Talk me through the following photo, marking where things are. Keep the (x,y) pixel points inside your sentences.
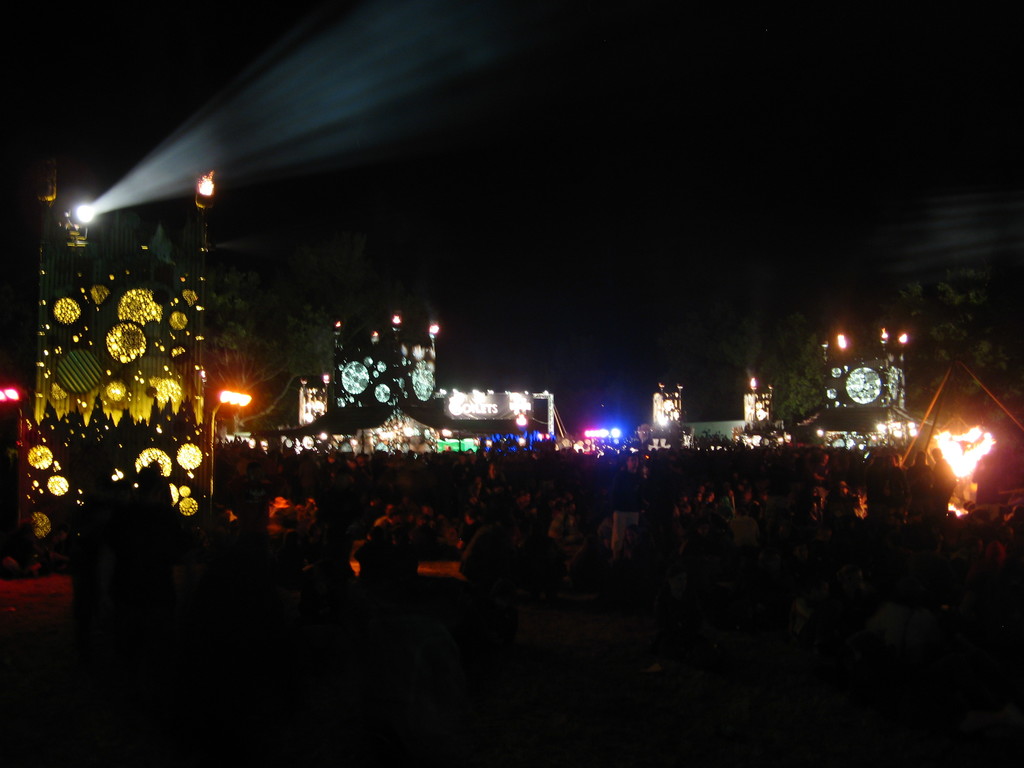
In this image I can see some people (475,616). I can see the lights (519,414). I can see the background (497,167) is black in color.
